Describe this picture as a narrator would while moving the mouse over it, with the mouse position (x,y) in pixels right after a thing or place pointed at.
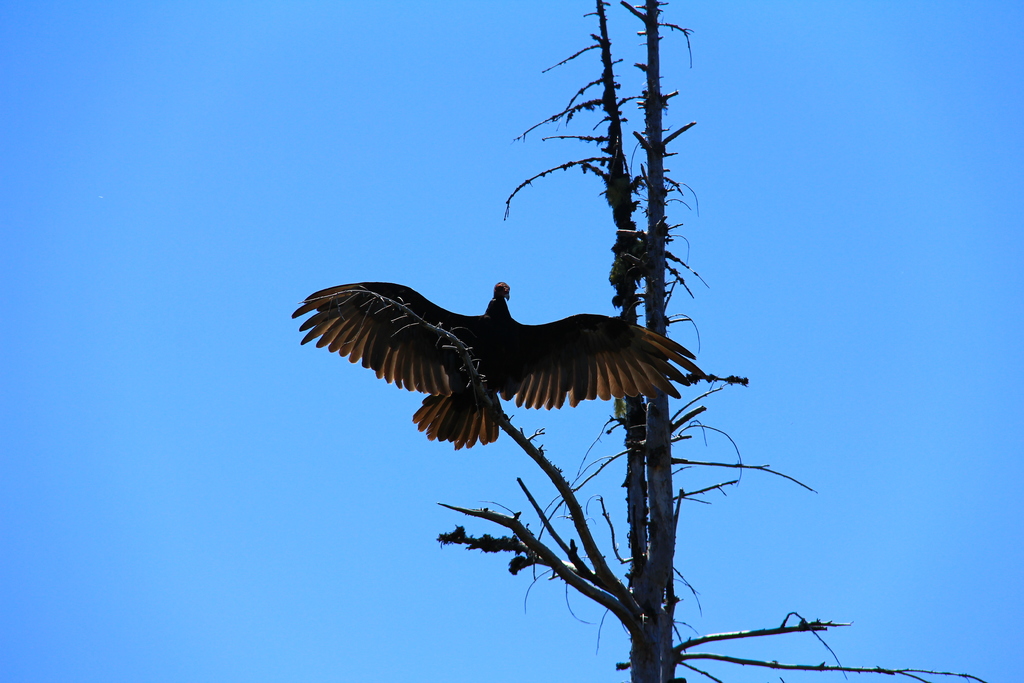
In the foreground of this image (546,357), there is a bird (594,354) on a tree (654,580). In the background (275,131), there is the sky (219,125).
